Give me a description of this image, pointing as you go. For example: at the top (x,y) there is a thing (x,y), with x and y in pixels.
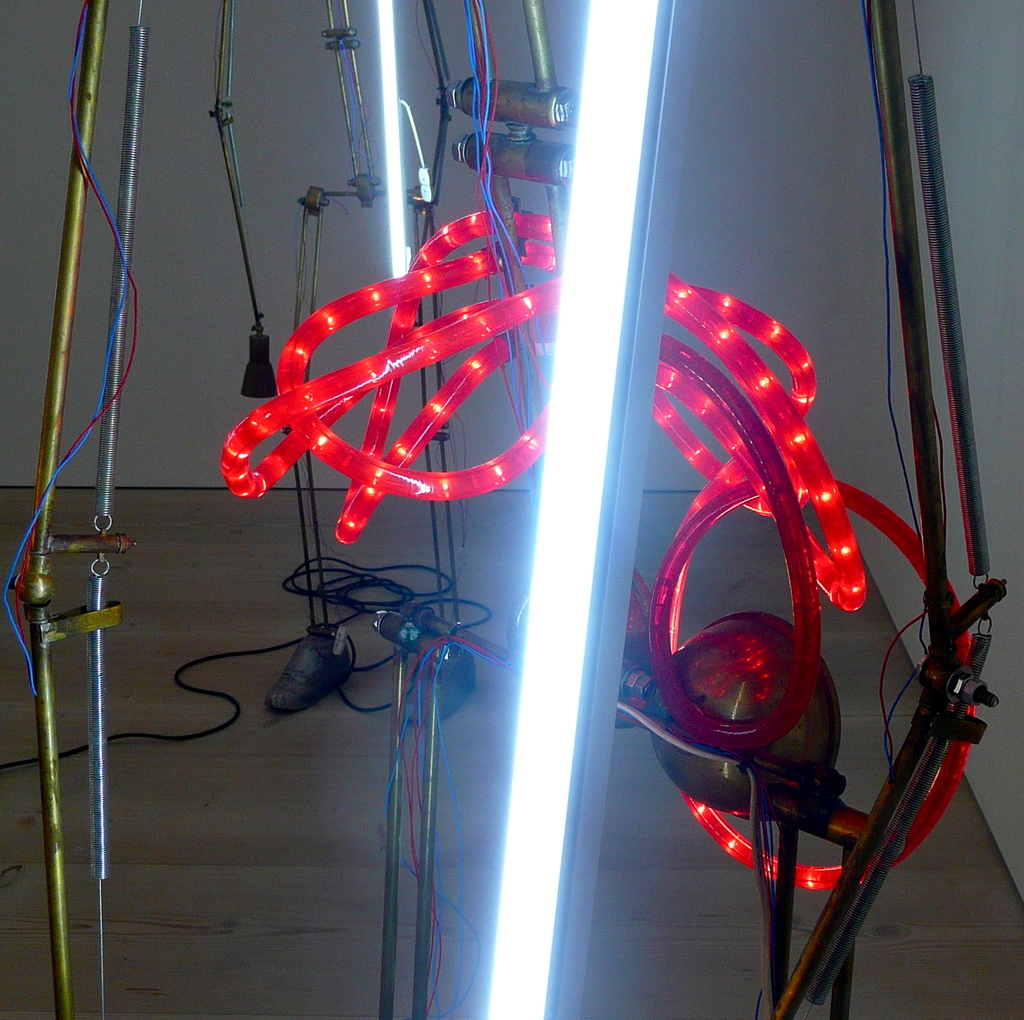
In the picture I can see an LED flexible strip light (322,327) in the middle of the image (425,357) and there is another tube light (568,662). I can see the metal stand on the left side (65,364) and the right side (918,361) as well. There are cables (400,568) on the floor (208,712).
